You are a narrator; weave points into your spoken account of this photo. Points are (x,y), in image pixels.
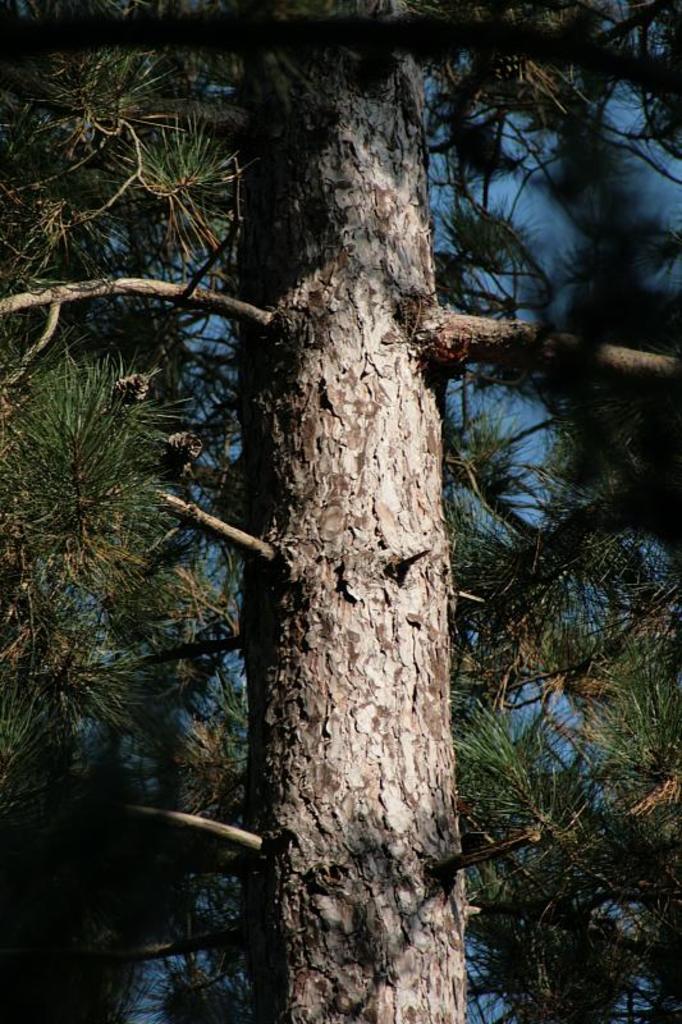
In this image, we can see a tree (484,357). In the background (501,405), we can see a sky (501,402). On the right side (587,317), we can see black color. In the left corner (87,775), we can also see black color.
